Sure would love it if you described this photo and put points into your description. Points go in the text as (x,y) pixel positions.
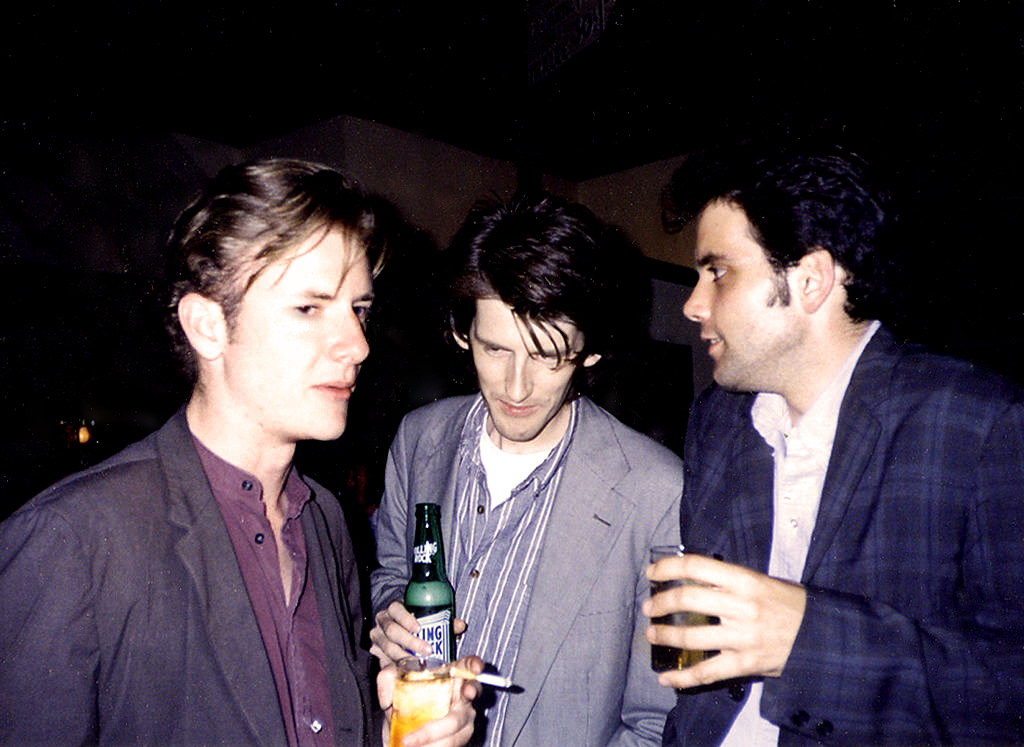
there are 3 people (483,471) standing. the person (443,524) at the center (505,484) is holding a bottle (416,587) in his hand (459,626).
